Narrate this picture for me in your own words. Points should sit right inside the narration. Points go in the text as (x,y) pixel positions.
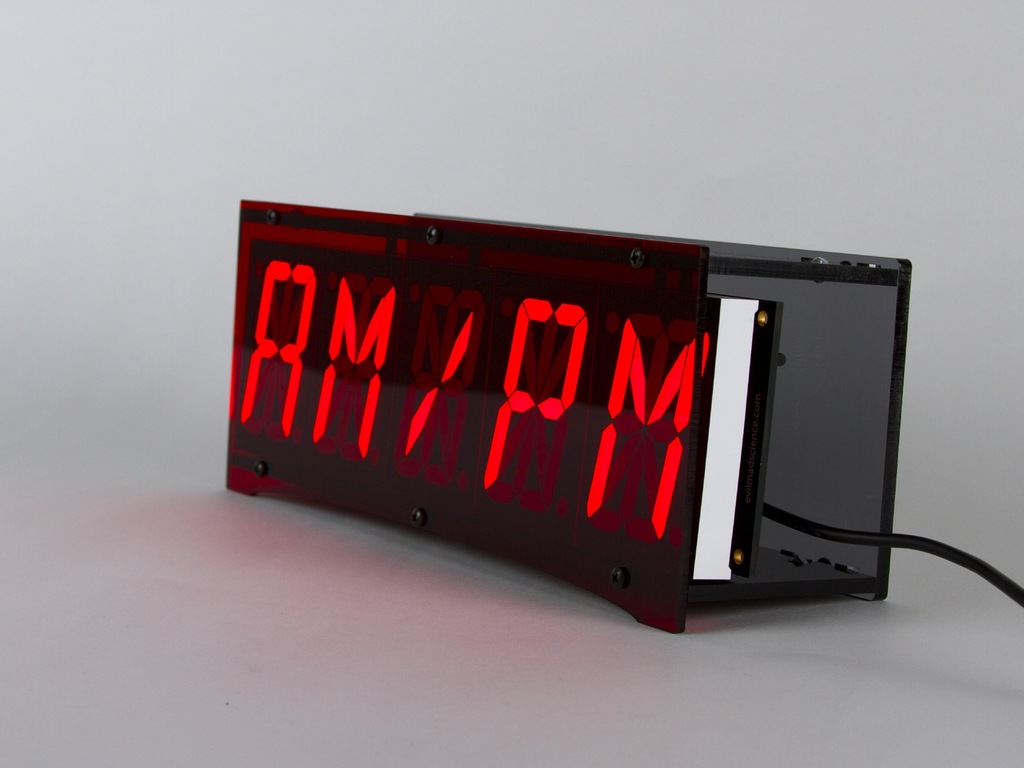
In the middle of the image (526,359) we can see a digital display (615,400) and a cable (974,559).
